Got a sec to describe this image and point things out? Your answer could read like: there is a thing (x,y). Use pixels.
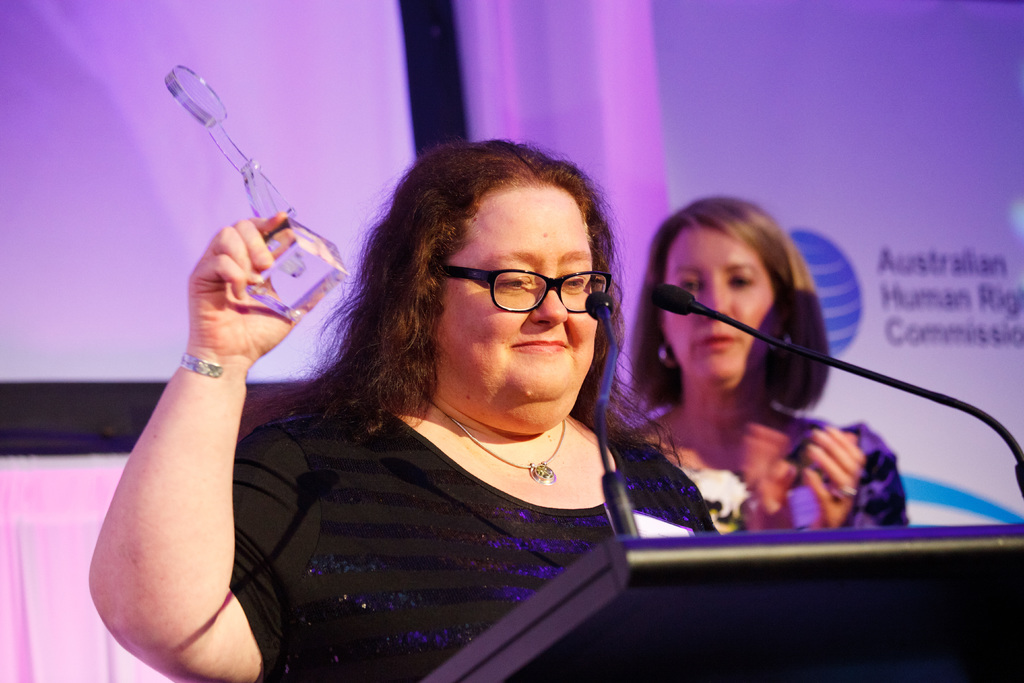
In this image there are two women (647,428), one women (490,390) is standing in front of a podium (676,636) and holding a award (268,278) in her hand (240,309), in the background (824,34) there is a poster (933,234) on that poster (917,322) a text (931,331) written.
